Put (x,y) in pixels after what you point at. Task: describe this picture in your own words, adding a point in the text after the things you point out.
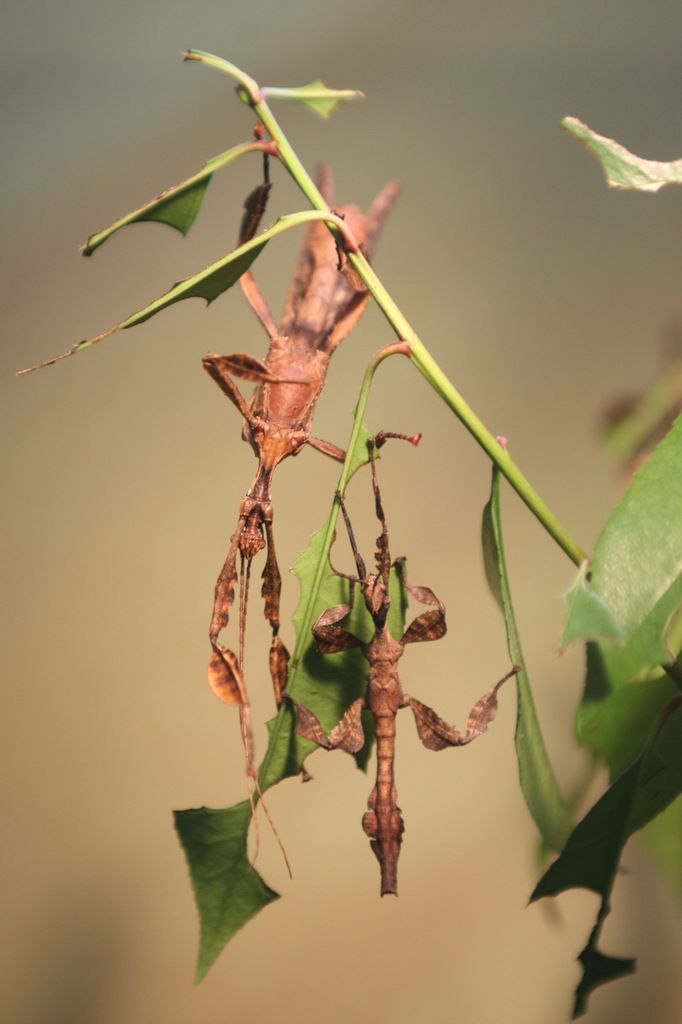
In this picture we can see there are insects (234,535) to the stem (309,197) and behind the insects (292,419) there is blurred background (129,39).
